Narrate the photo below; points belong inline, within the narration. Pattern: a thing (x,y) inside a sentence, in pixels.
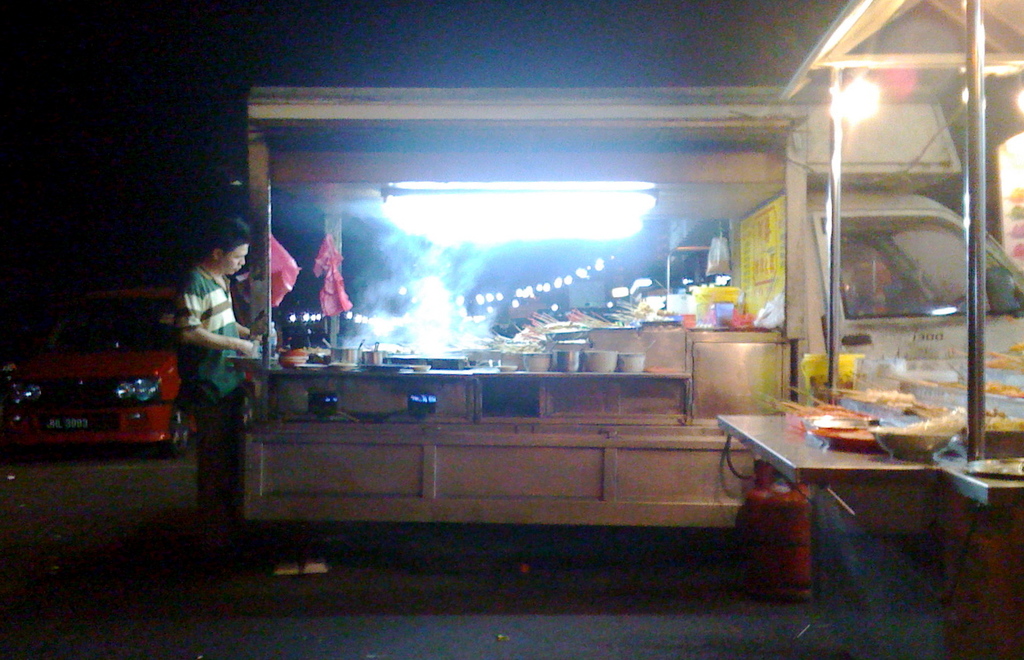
In this image I can see a person (200,266) standing. I can see bottles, bowls (532,357), spoons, stove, few vessels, boxes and some objects (631,316) on the table (600,380). I can see a cylinder (766,548) and table (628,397) is on the white color vehicles (472,399). I can see a car (140,376) on the road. Background (659,266) is black in color.
